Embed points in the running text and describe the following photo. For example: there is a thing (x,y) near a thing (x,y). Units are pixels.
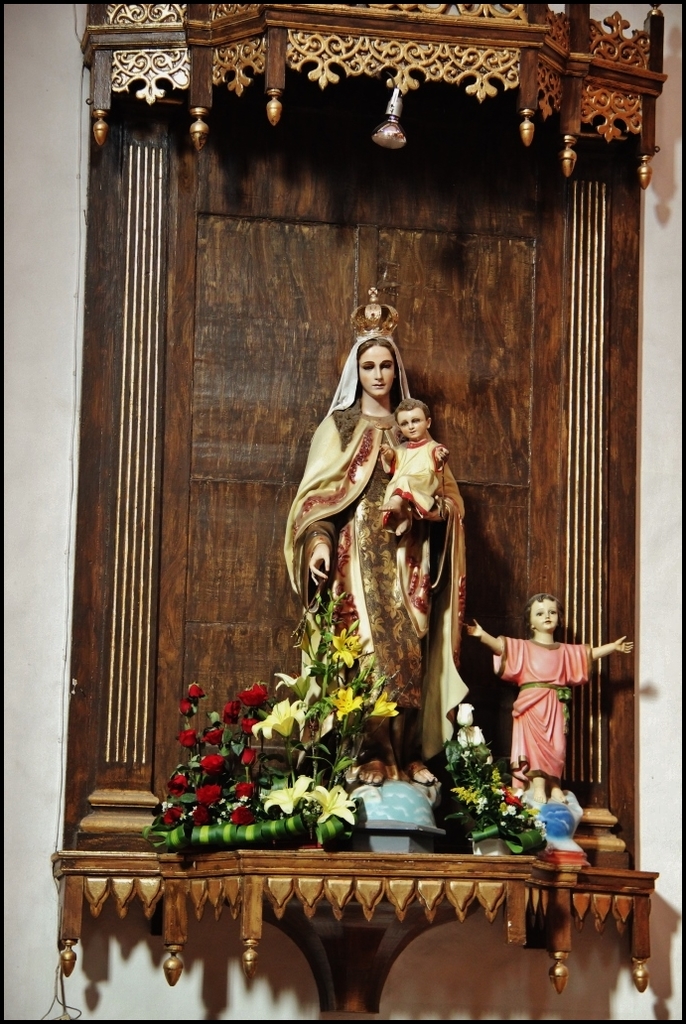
In this picture we can see statues (425,476), flowers (354,690) and in the background (614,986) we can see wall (644,364).
